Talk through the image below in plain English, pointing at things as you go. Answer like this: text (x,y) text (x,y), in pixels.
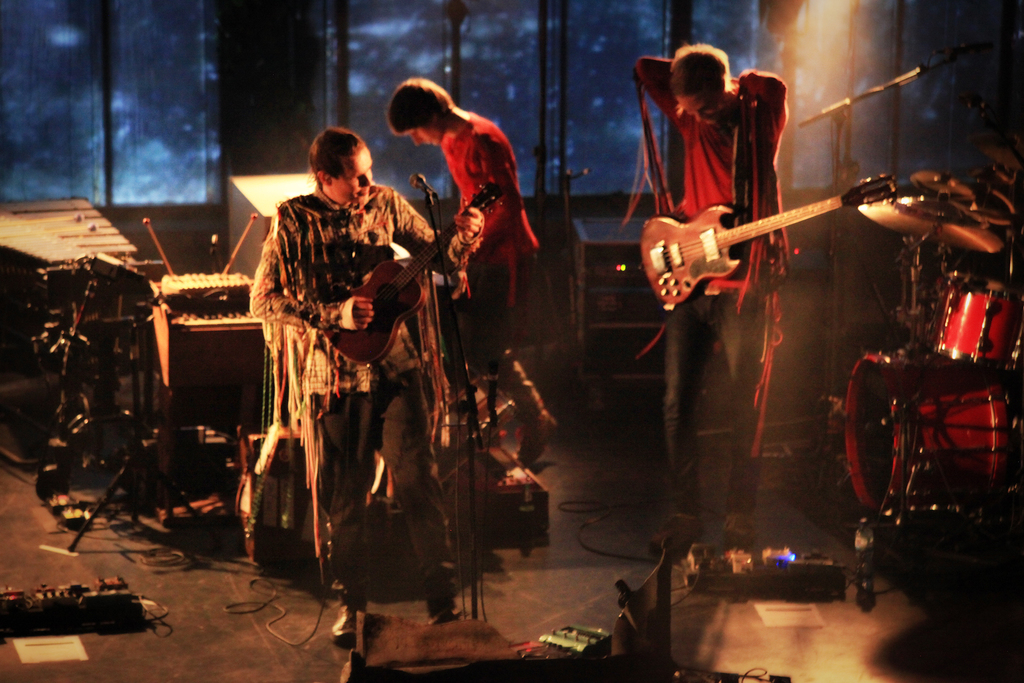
In this image I can see few people (337,153) are standing and two of them (365,445) are holding guitars (848,196). I can also see a mic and a drum set (946,232).
